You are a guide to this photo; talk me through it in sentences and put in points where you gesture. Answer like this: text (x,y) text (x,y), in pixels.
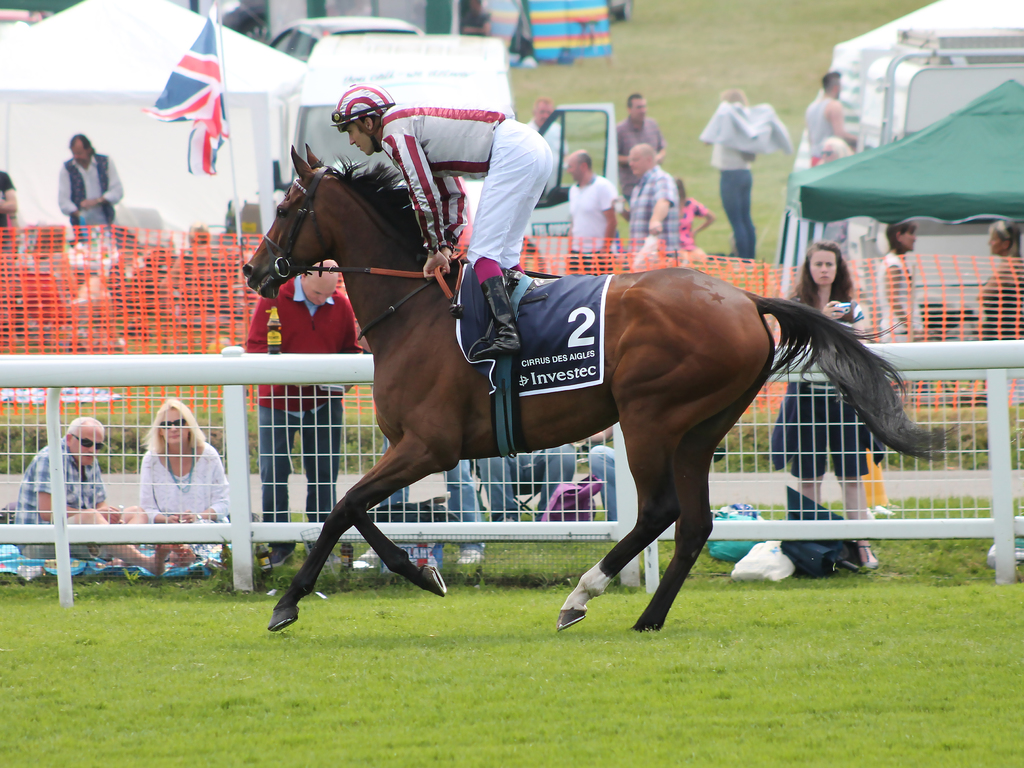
A man (468,128) is riding a horse (694,366), he wore a white and red color t-shirt (463,143) and white and red color cap (350,95), This horse (404,344) is in brown color, there is an iron net (302,454) in the middle of this image (355,454). There are few people (190,446) sitting and observing this.
